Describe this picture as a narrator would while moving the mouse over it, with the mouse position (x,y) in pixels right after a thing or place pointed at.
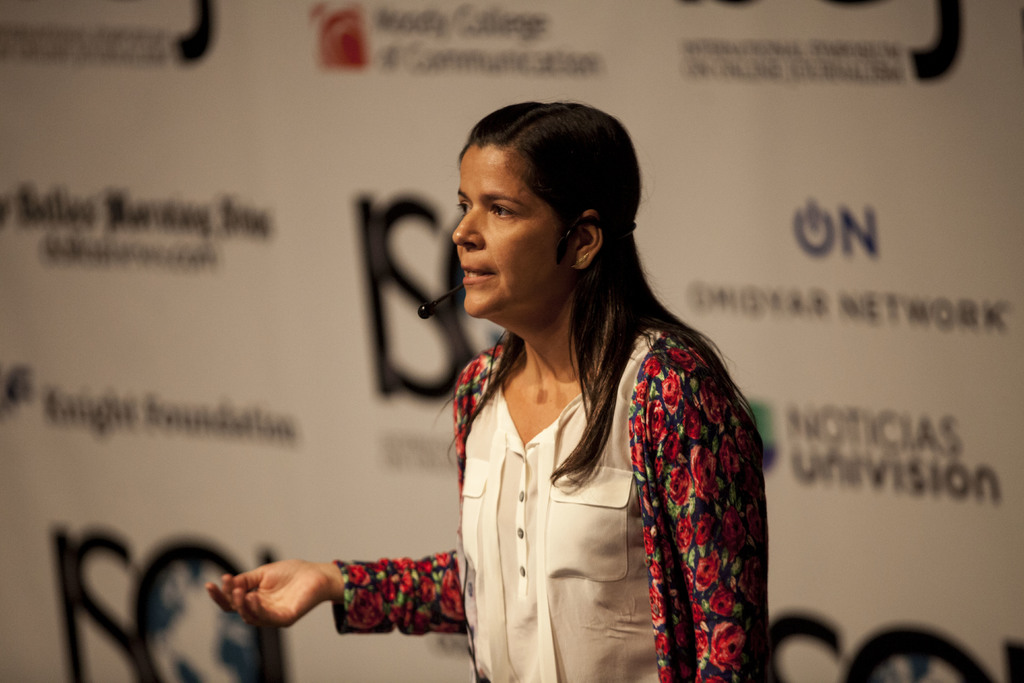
There is a woman (572,545) standing and talking and worn microphone (439,299). In the background (781,145) we can see banner (854,116).
